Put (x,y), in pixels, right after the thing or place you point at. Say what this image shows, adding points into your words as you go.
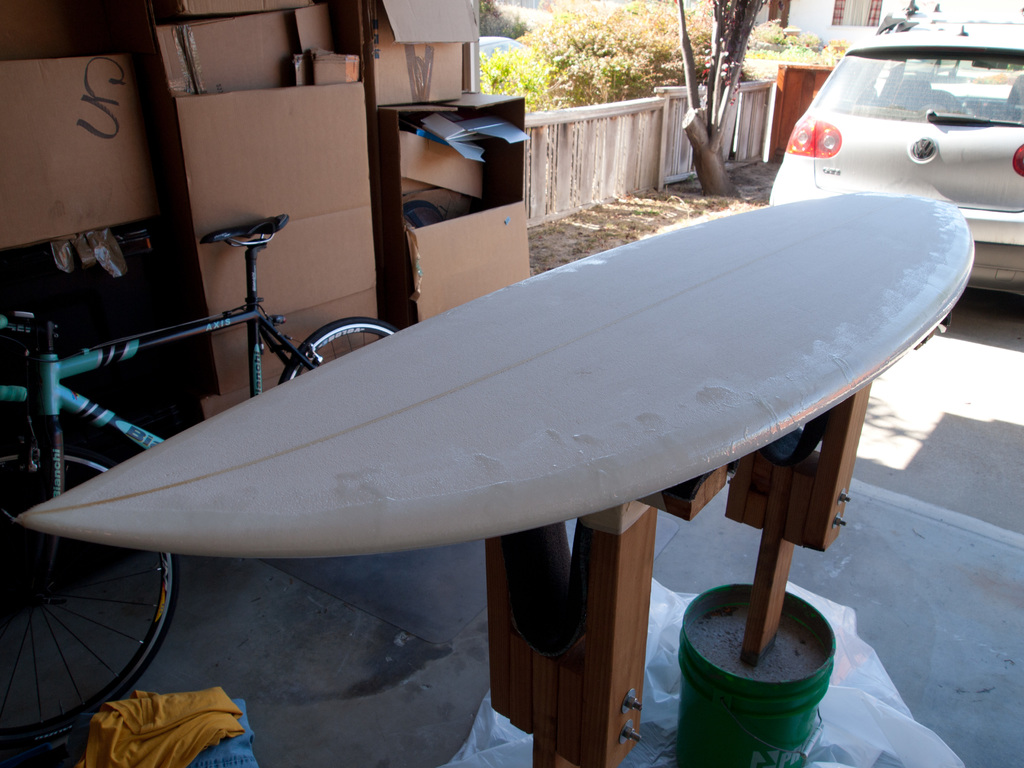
In this image we can see a surfing board (684,424), a bicycle (154,339) and some cardboard pieces (420,138). On the right side of the image (910,91) we can see a car (979,57). In the background (621,72) we can see some trees (753,11) and a fence (594,120).
